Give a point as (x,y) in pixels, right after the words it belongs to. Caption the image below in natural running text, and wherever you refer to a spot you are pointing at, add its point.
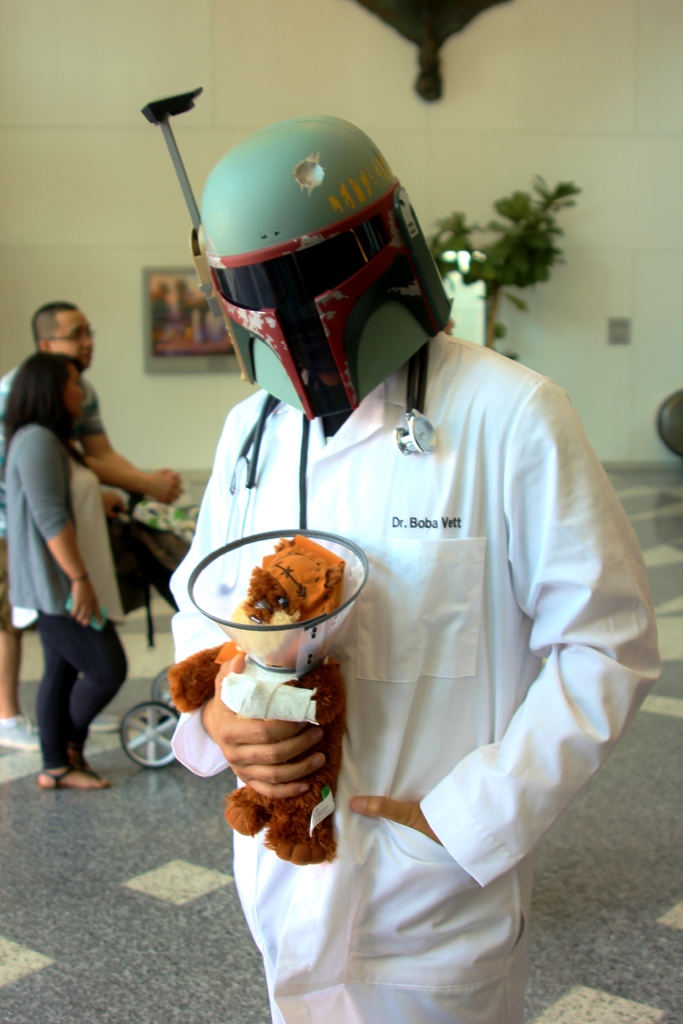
In this image we can see a group of people (413,459) standing. one person (389,351) is wearing a helmet (360,278) and holding a toy (304,714) in his hand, one woman (41,556) is holding a baby carrier (170,531) with her hand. In the background (537,270), we can see a tree (462,219) and photo frame (170,350) on the wall (124,358).
